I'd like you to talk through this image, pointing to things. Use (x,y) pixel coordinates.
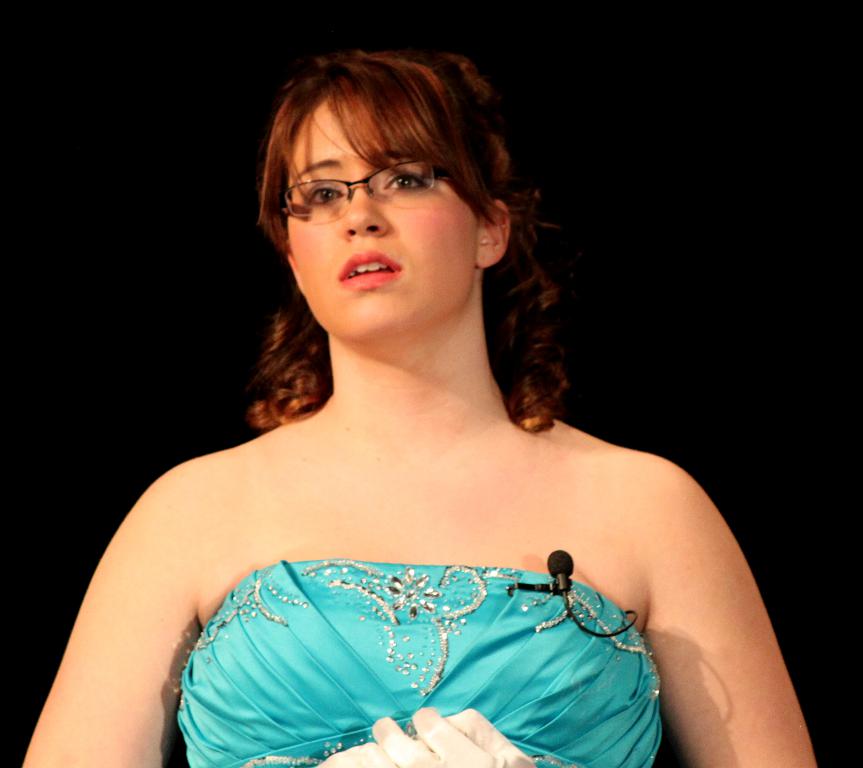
In this image we can see one woman (382,478) with spectacles (385,174) standing and wearing a microphone (561,564). The background (12,38) is dark.
